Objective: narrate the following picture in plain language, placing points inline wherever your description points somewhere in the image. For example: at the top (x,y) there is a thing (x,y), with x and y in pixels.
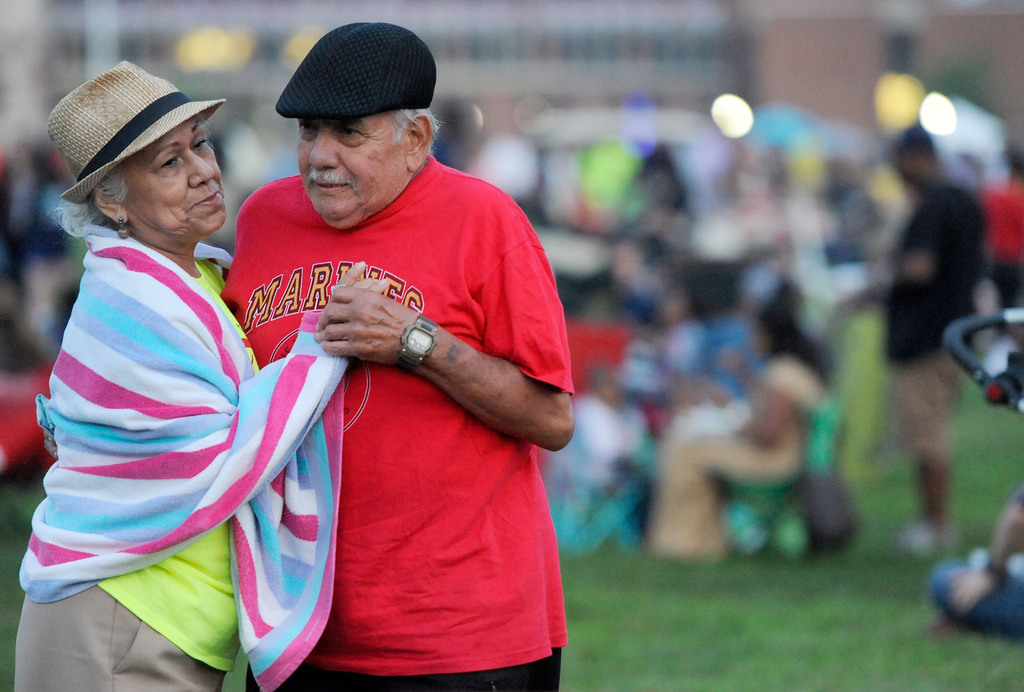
This picture is clicked outside. On the left (201,464) we can see the two persons (253,268) wearing t-shirts (398,237), hats (363,57) and standing on the ground (742,600). In the background (676,607) we can see the green grass (829,568) and group of persons (727,345) and some buildings (495,57). The background of the image (157,8) is blurry.
